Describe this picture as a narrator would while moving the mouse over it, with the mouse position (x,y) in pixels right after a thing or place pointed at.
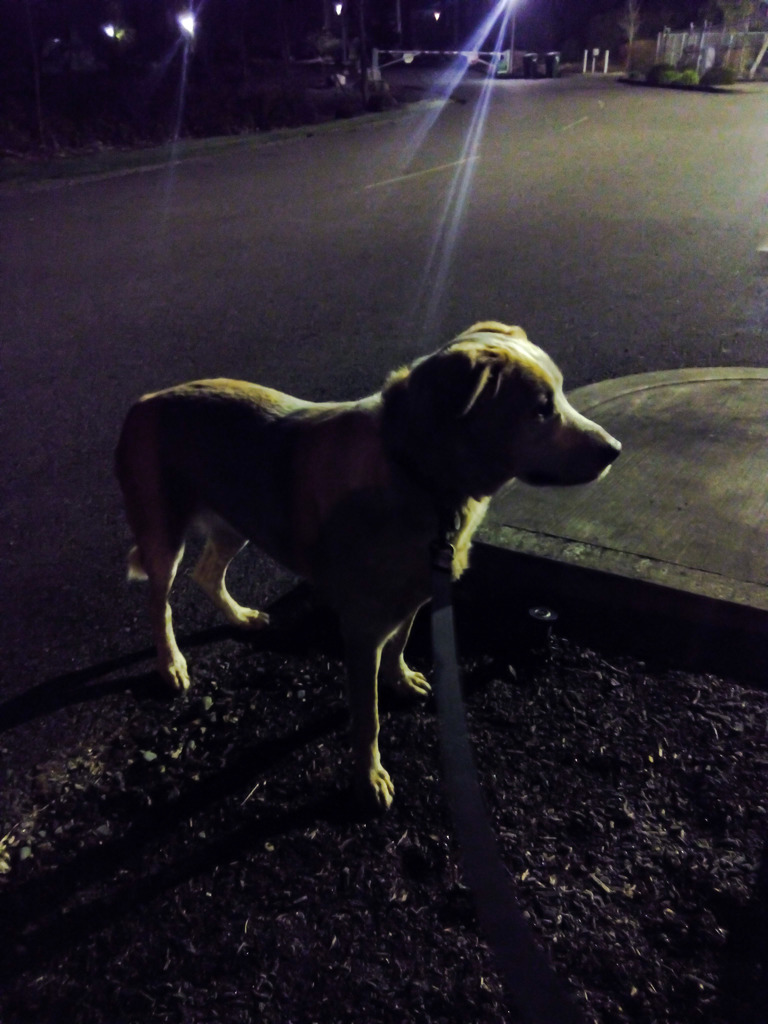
In this image we can see a dog (441,472) on the floor (333,675) and around there are some other things (461,761) and some lights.
